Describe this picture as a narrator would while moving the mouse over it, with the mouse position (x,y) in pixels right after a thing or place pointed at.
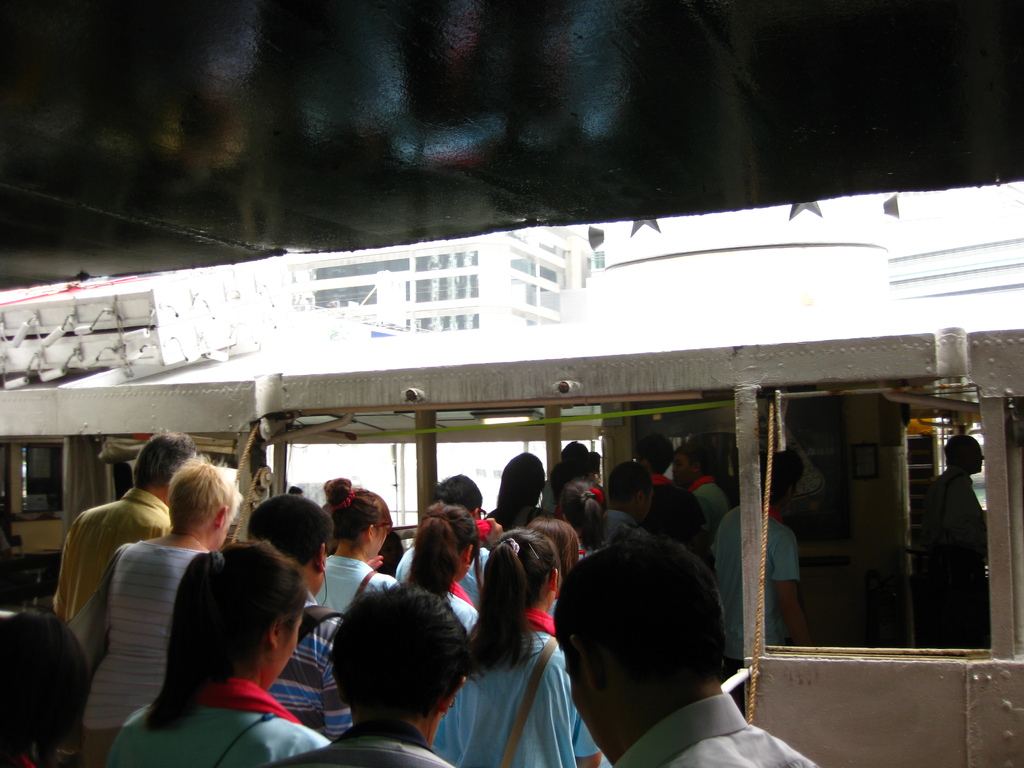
In this image, I can see a group of people (574,669) standing. This is a kind of a vehicle (819,438). In the background (451,288), I can see a building (489,291).
